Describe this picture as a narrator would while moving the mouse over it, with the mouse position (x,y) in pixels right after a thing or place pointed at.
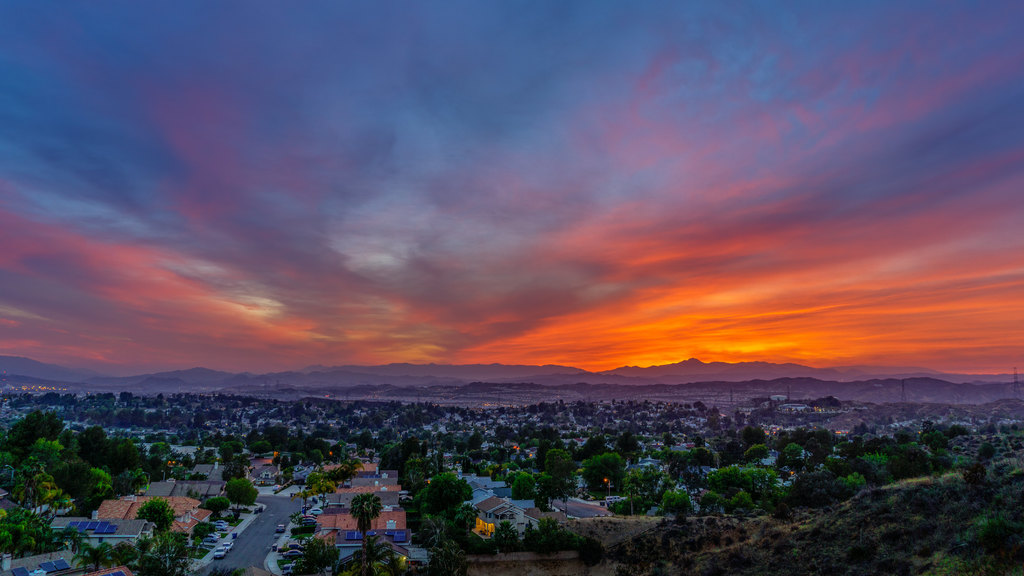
In this image we can see a sky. There are many trees (457,534) in the image. There are many houses (509,513) and building (354,477) in the image. There is a road (559,501) in the image. There are many vehicles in the image. There are many hills (719,388) in the image.
